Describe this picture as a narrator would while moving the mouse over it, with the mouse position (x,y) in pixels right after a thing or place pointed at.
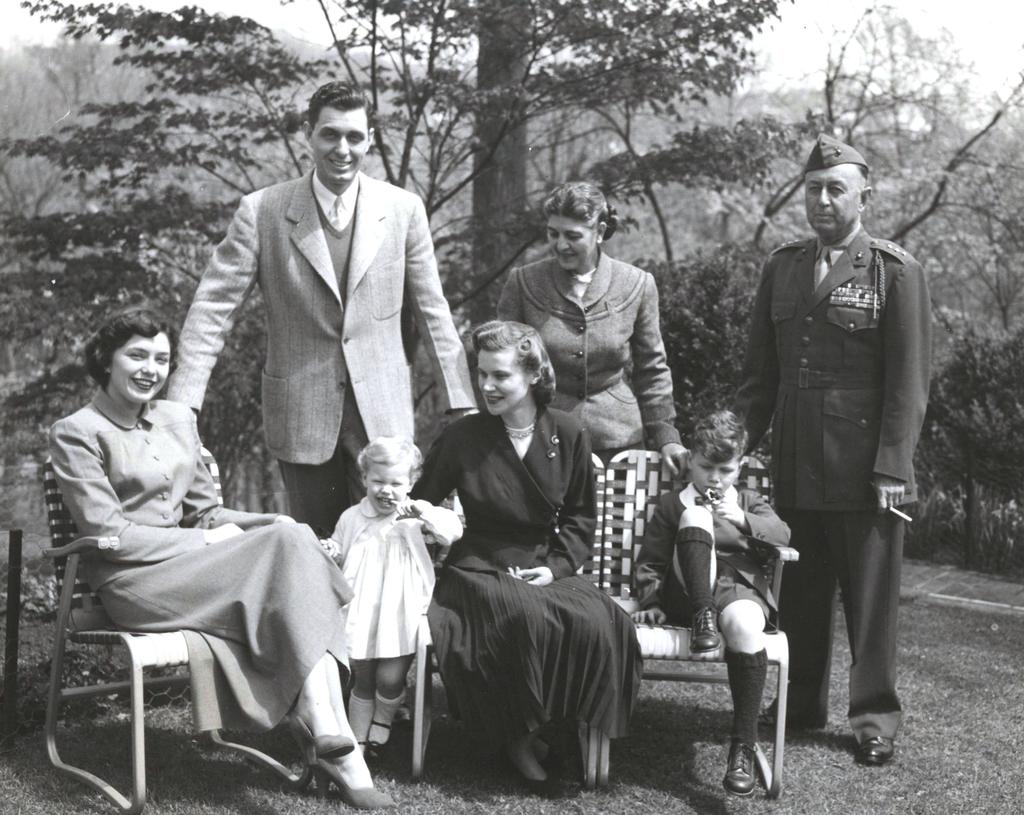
This is a black and white photograph, in this photograph there are two women (158,478) and a kid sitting in a chair (599,476), besides the women (494,482) there is a girl child (387,540) standing, behind them there are three people (776,318) standing, in the background of the image (463,171) there are trees (379,169).
